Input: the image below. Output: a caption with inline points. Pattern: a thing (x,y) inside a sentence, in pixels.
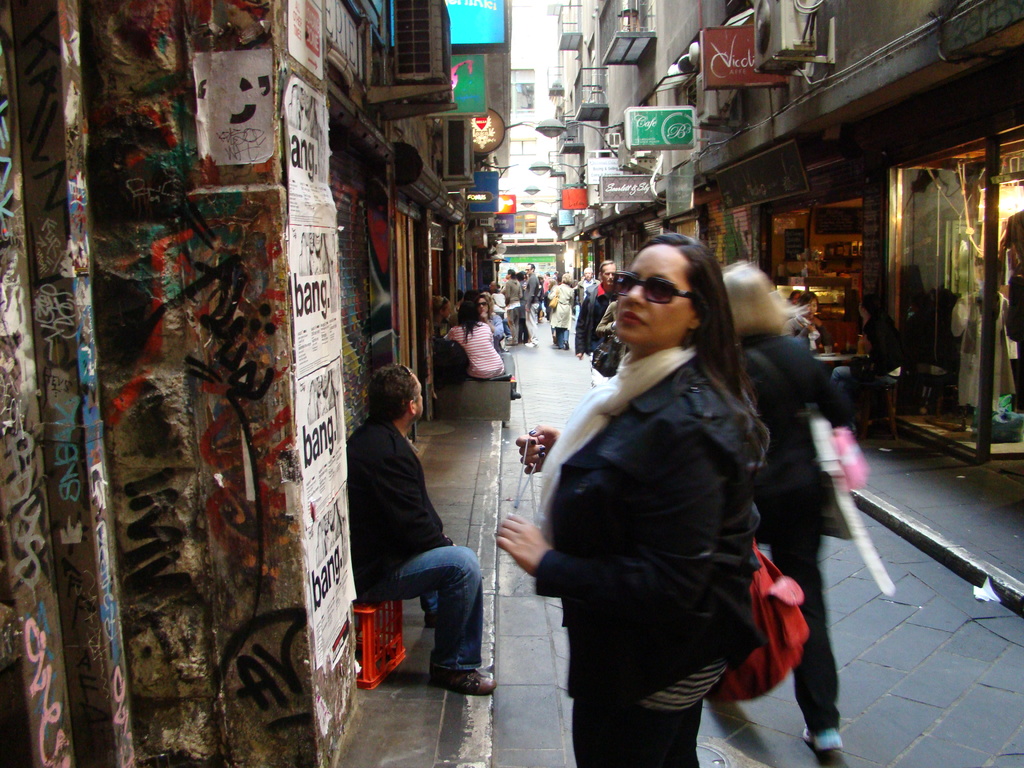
In this image we can see some buildings (754,230), some chairs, some tables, some objects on the table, some objects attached to the walls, some boards (547,258) with text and images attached to the walls (744,214). There are some people (398,395) are sitting, some shops (842,330), some people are holding some objects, one object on the road (1001,617), one glass door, some people (515,289) are standing, some shutters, some objects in the shops (575,252), some people (651,357) are walking on the road (550,358), some posters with text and images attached to the walls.
